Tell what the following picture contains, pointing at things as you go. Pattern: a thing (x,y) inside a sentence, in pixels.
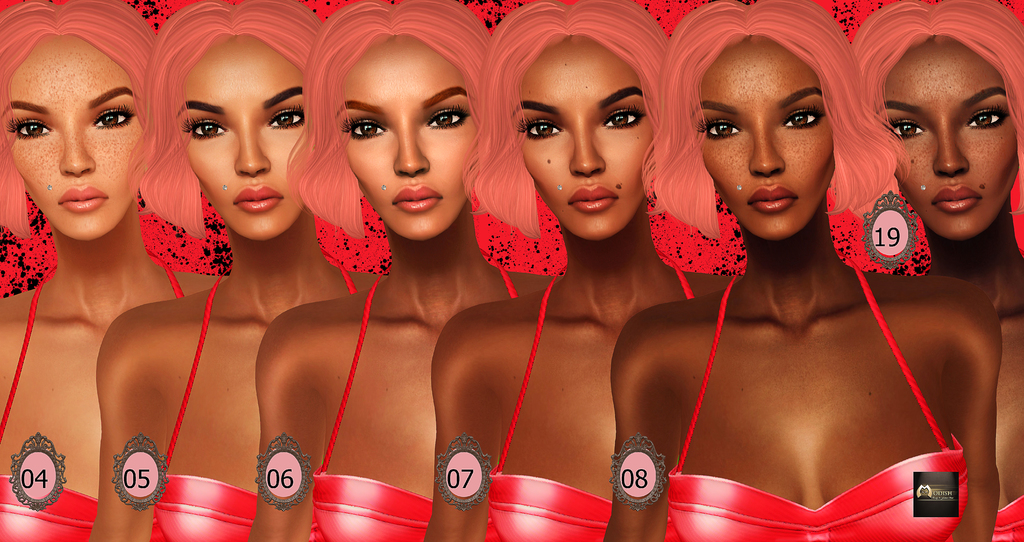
The image is an animated picture of a women (1011,307) who are standing side by side and they are look a like. Few women (72,246) are having freckles (55,157) on their faces (784,154) and there on them there is a number (23,481) which is written from "04 to 08" and another number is "19".
